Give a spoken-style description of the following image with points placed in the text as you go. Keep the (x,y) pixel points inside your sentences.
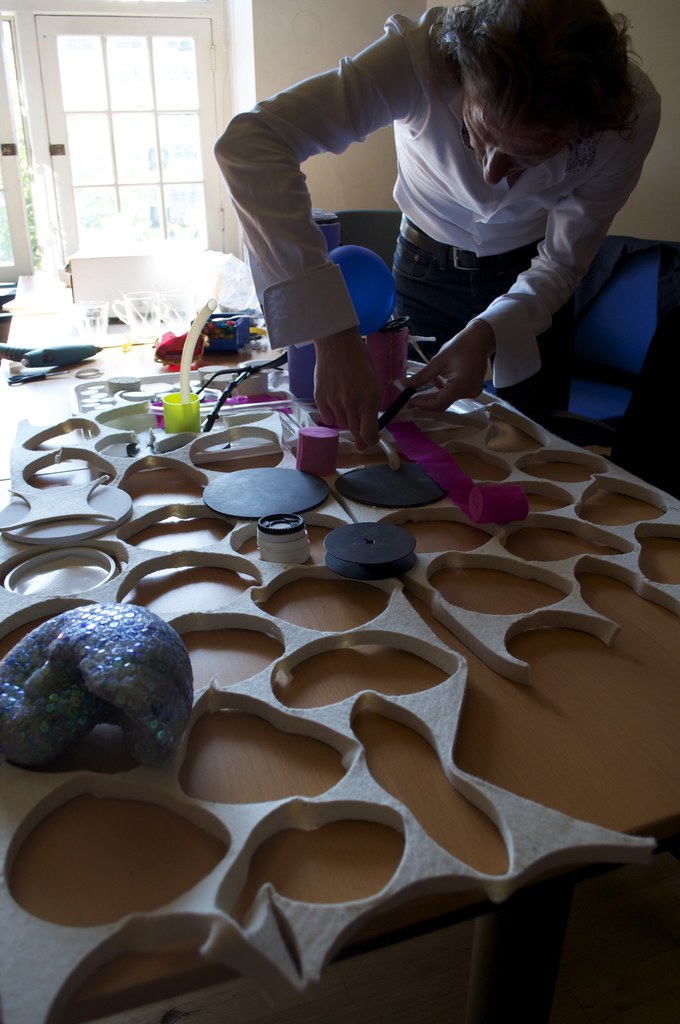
This the table (533,747) with some craft objects (130,669) on it. Here is a man (438,247) standing and cutting something. At background (137,159) i can see a window (115,194) which is closed. These are the glass jugs (146,326) which are placed on the table (52,399).
